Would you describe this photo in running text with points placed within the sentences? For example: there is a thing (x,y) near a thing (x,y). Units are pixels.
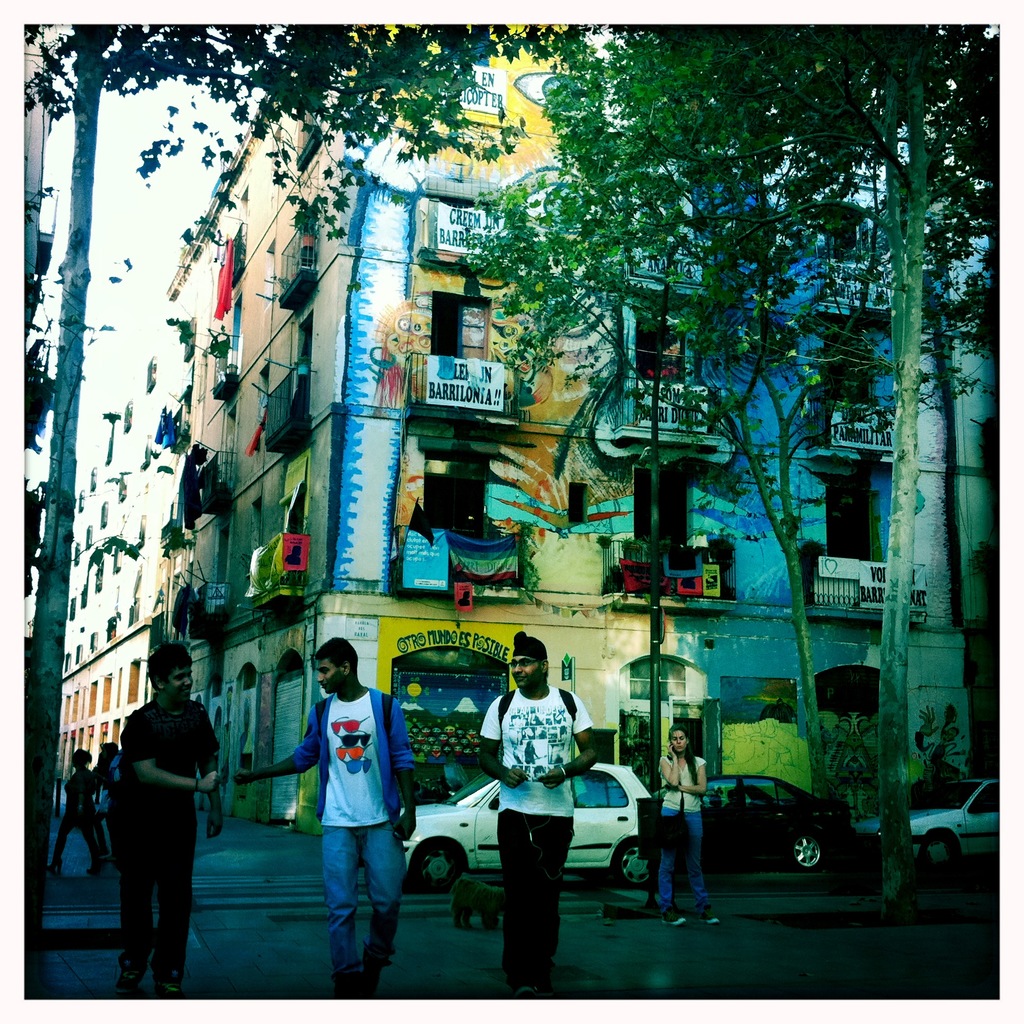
In the foreground of this image (527,813), on the bottom (537,841), there are three men (513,841) wearing backpacks (388,709) are walking on the road (629,961). In the background (662,854), there is a woman (676,787) standing, few persons (85,777) walking, building (714,763), pole (657,874), trees (67,303) and the sky (123,322).
